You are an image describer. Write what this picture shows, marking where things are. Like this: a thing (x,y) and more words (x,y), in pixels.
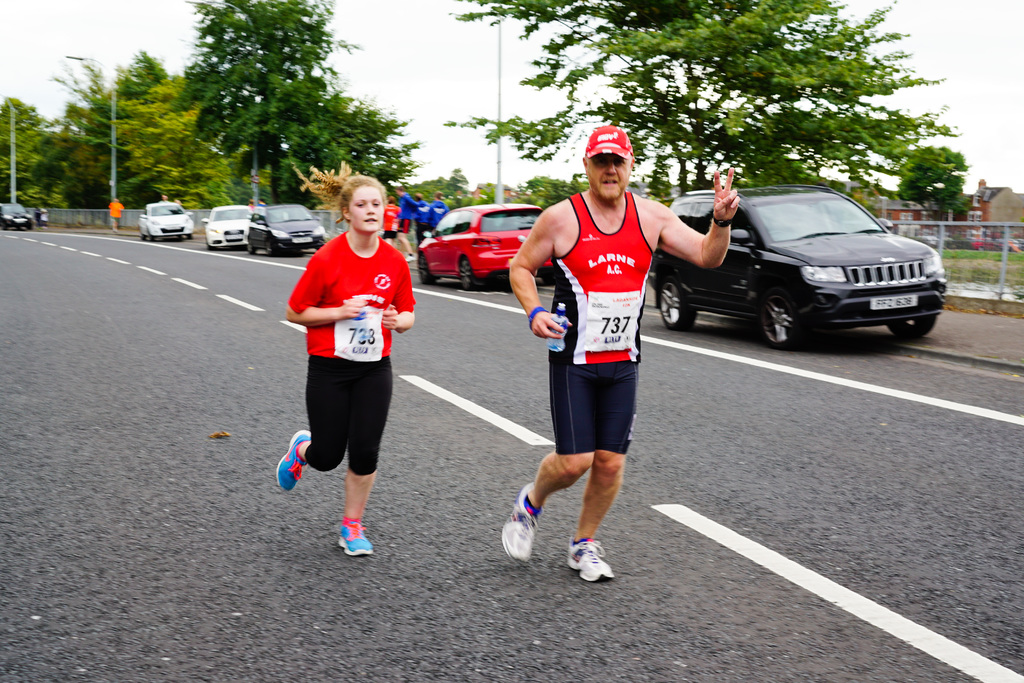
Here in this picture we can see a couple of people (621,259) running on the road (440,372) and we can see they are wearing red colored t shirt (603,281) and black colored shorts (351,447) on them and the person (595,406) on the right side (685,260) is wearing a cap (621,134) on him and behind them we can see cars (9,210) present here and there on the road (414,351) over there and we can see trees (250,189) and plants (61,169) present all over there and we can see light posts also present and we can a railing (88,219) also present over there.
